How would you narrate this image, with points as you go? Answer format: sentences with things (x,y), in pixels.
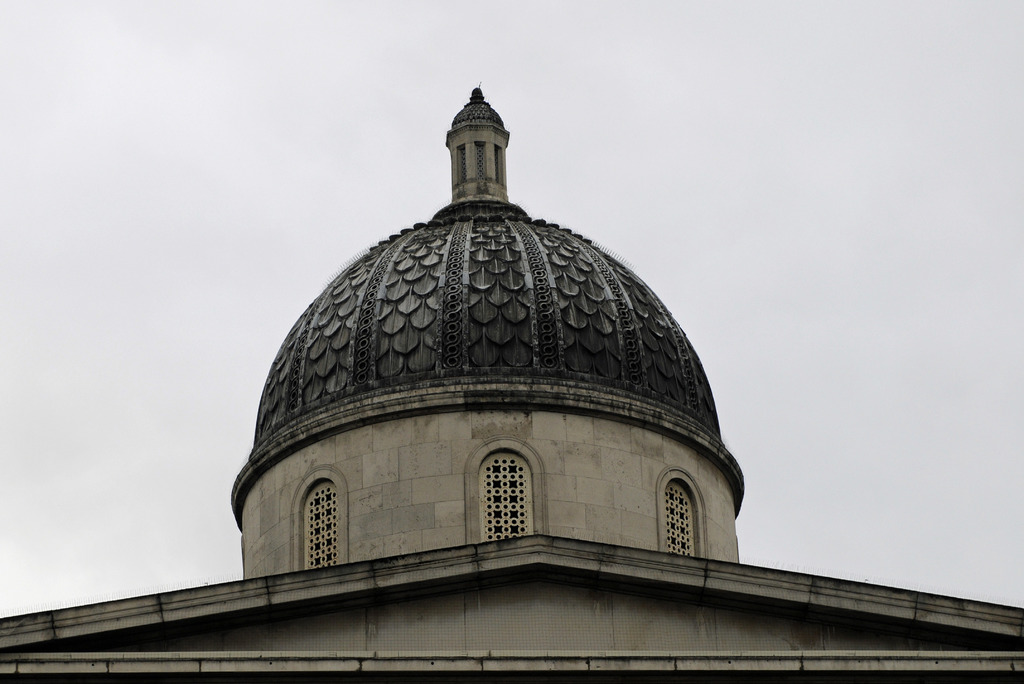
In this picture we can see a building (783,626). There are few arches (536,455) on this building (566,658).
